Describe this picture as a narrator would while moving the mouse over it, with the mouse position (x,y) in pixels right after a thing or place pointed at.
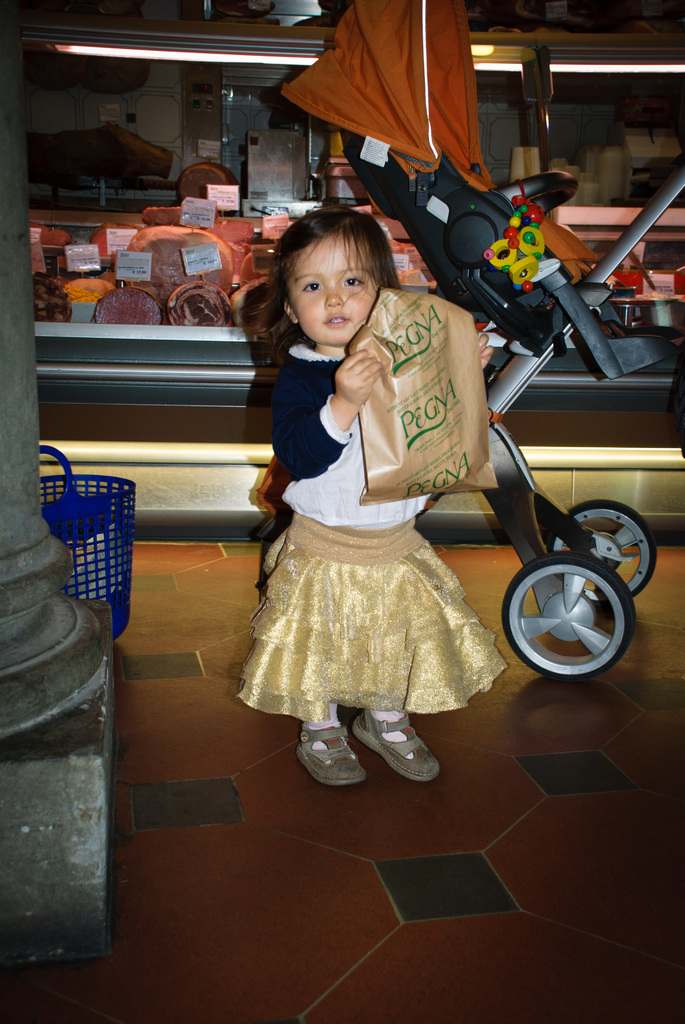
In this image I can see a girl (419,552) standing and holding a cover (431,468). There is a pole (1,260) and a blue basket (90,515) on the left (34,489). There are lights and other objects (655,236) at the back (112,56).
